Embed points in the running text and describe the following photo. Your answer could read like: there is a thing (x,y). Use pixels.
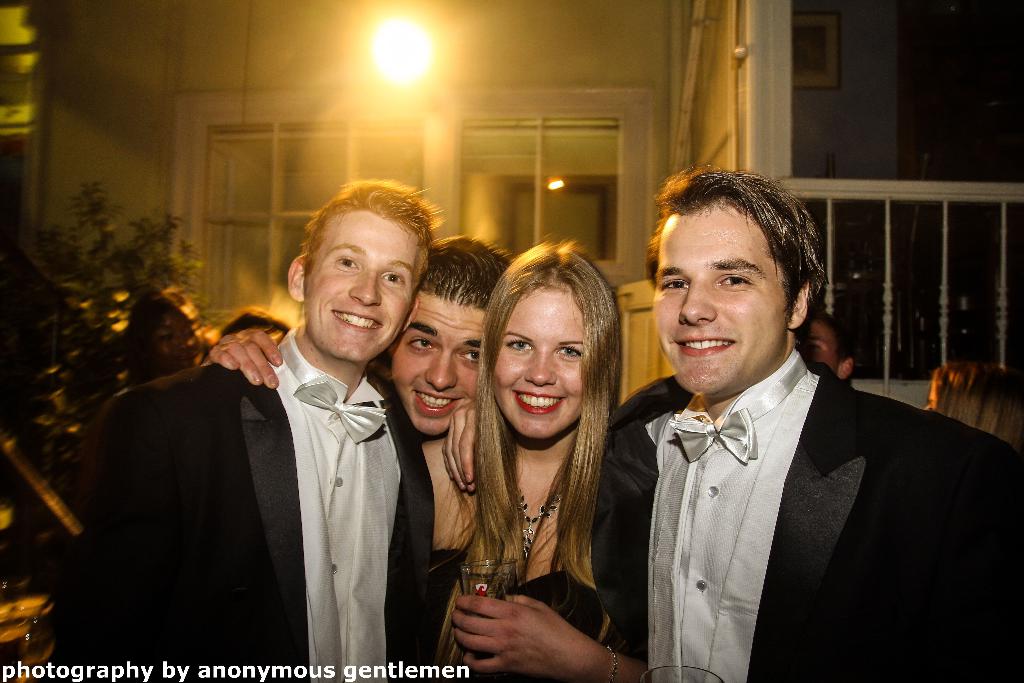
This image is taken outdoors. In the background (605,81) there is a house (154,123) with a few walls (114,156), windows (495,202), doors (731,39) and railing (889,260). At the top of the image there is a lamp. In the middle of the image (451,238) three men (432,397) and a woman (517,438) are standing on the floor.
